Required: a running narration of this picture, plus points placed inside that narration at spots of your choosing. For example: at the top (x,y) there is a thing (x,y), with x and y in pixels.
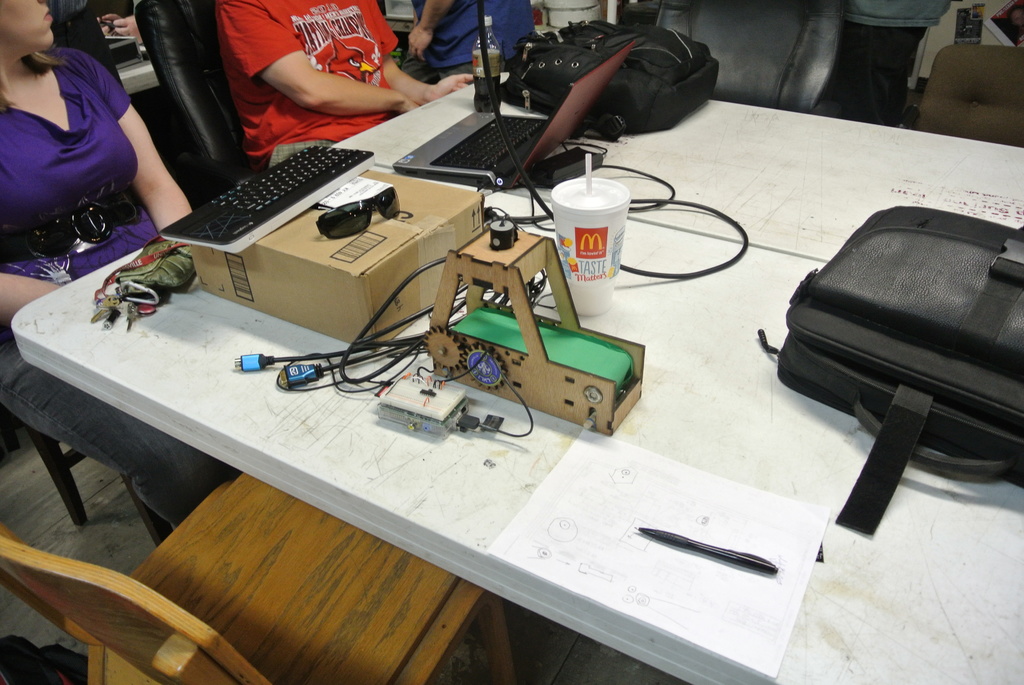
In this image I can see a table (653,420) on which we have a keyboard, laptop (577,106), bags (638,110) and other objects (558,312) on it. I can also see there are few people (299,80) who are sitting on a chair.
